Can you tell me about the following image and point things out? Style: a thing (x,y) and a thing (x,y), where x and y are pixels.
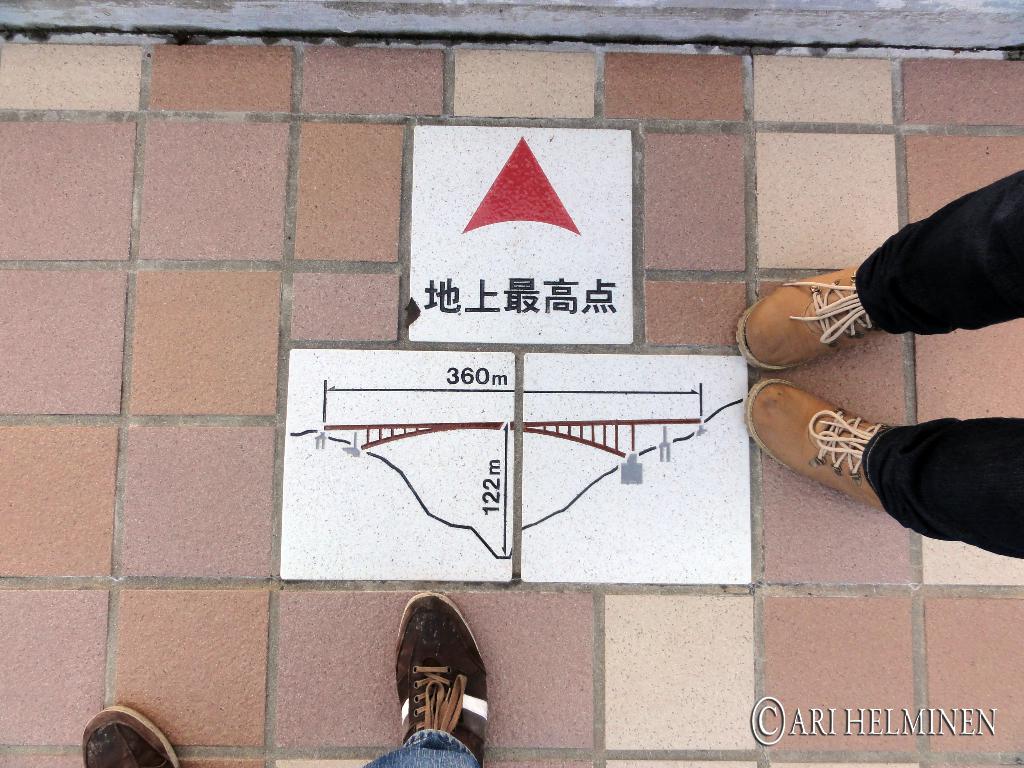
We can see persons legs (891,265) on the surface (837,384) and worn footwear (439,609) and we can see some measurements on white surface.
